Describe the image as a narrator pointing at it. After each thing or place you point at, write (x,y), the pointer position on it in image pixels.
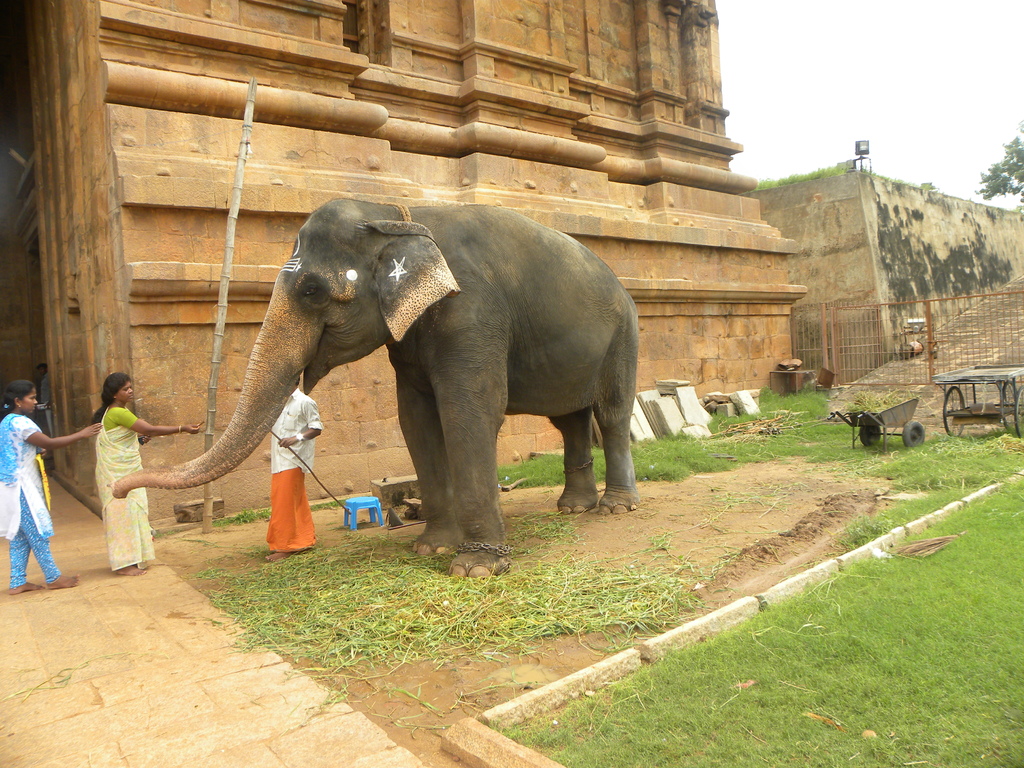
This is an elephant (580,427) standing. This is the grass (881,626). This is the wheel cart (875,442) with wheels (911,428). I can see two women (178,426) and the man (294,448) standing. This is the wooden stick (209,433). I can see the stool (352,497), which is blue in color. I think this is the temple wall (573,98). Here is the gate (930,352). These are the stones (672,418).
